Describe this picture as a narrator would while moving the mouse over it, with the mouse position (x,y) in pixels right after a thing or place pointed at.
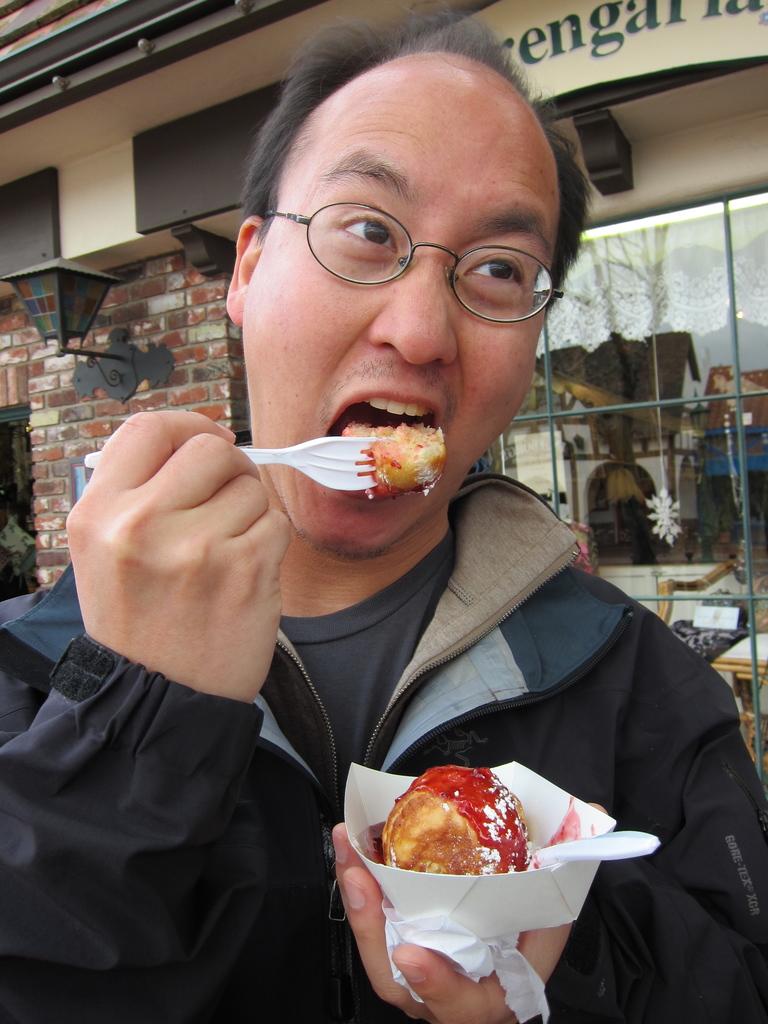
In this picture we can see a man (298,976) wore a spectacle (388,242) and holding a paper bowl (558,806) with food (480,857) in it, fork (350,461) with his hands (369,875) and eating and at the back of him we can see a name board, lamp (156,357), wall (95,341), glass (606,383) and from the glass (600,392) we can see buildings (627,414), sky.
